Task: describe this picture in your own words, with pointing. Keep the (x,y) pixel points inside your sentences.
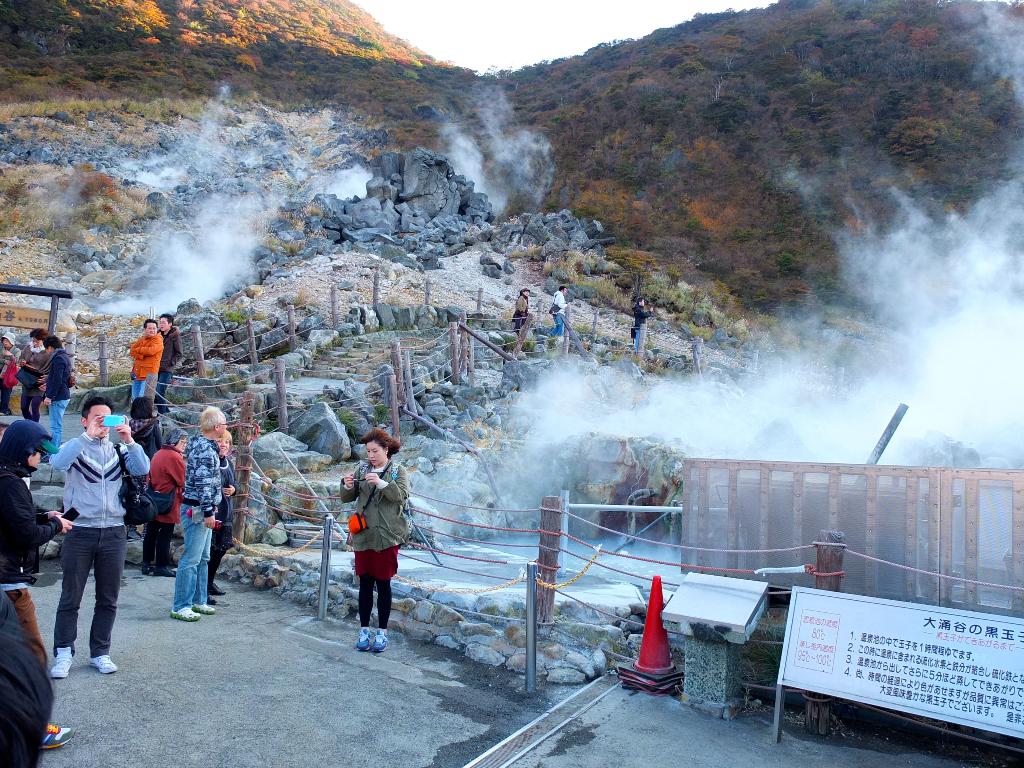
On the left side of the image (115,536) we can see some people (21,591) are standing and wearing jackets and some of them are holding the mobiles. In the background of the image (89,66) we can see the hills (218,31), trees (762,246), rocks (426,441), smoke (1014,417). On the right side of the image (998,609) we can see the board (841,620), divider cone (663,638), barricades (936,594). At the bottom of the image (380,703) we can see the road (442,706). At the top of the image (513,57) we can see the sky (545,48).
